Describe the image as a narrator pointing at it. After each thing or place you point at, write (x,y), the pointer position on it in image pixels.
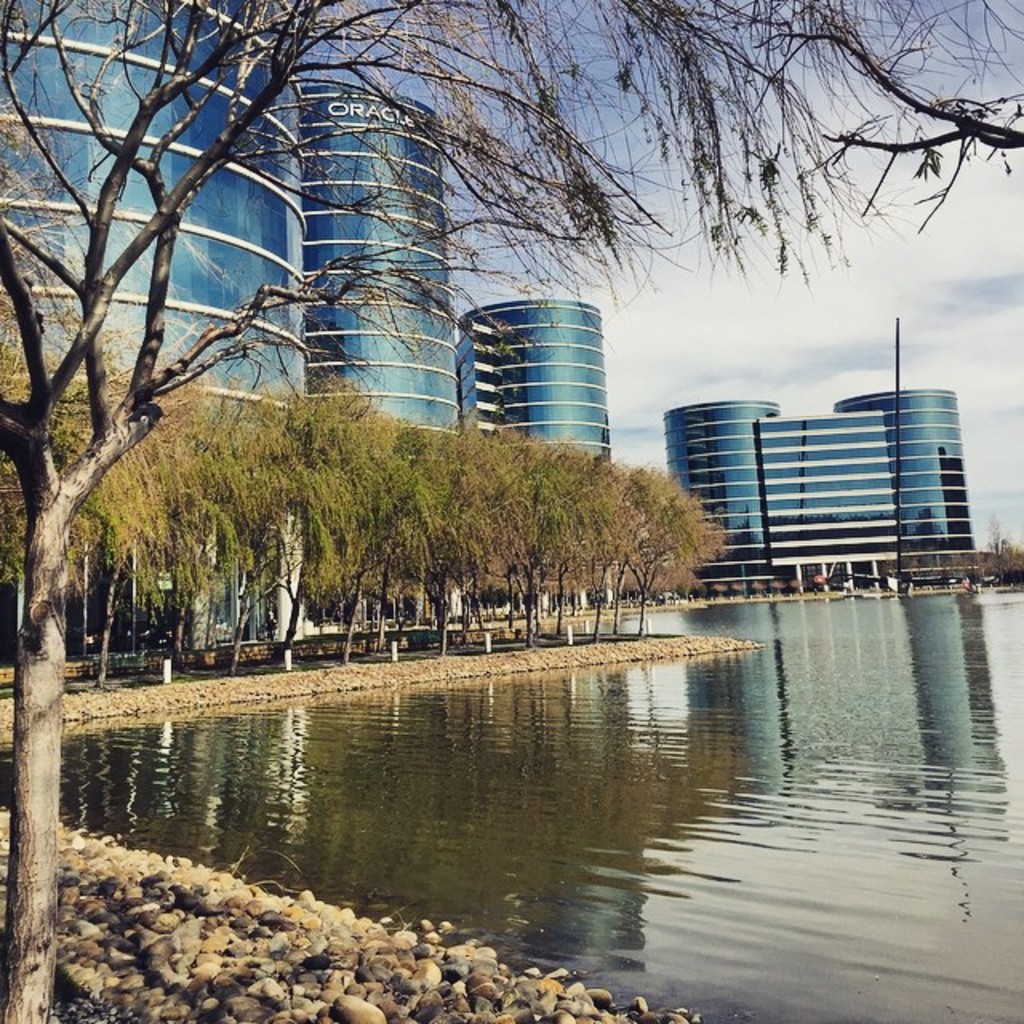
In this image there is gravel (377,981) at the bottom (340,977). There are trees (331,461) and buildings (223,318) on the left corner (119,504). There is water (801,757), there are trees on the right corner (846,893). There are buildings (807,452), there is a pole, there are trees (672,570) in the background (659,559). And there is sky (848,349) at the top (923,283).
